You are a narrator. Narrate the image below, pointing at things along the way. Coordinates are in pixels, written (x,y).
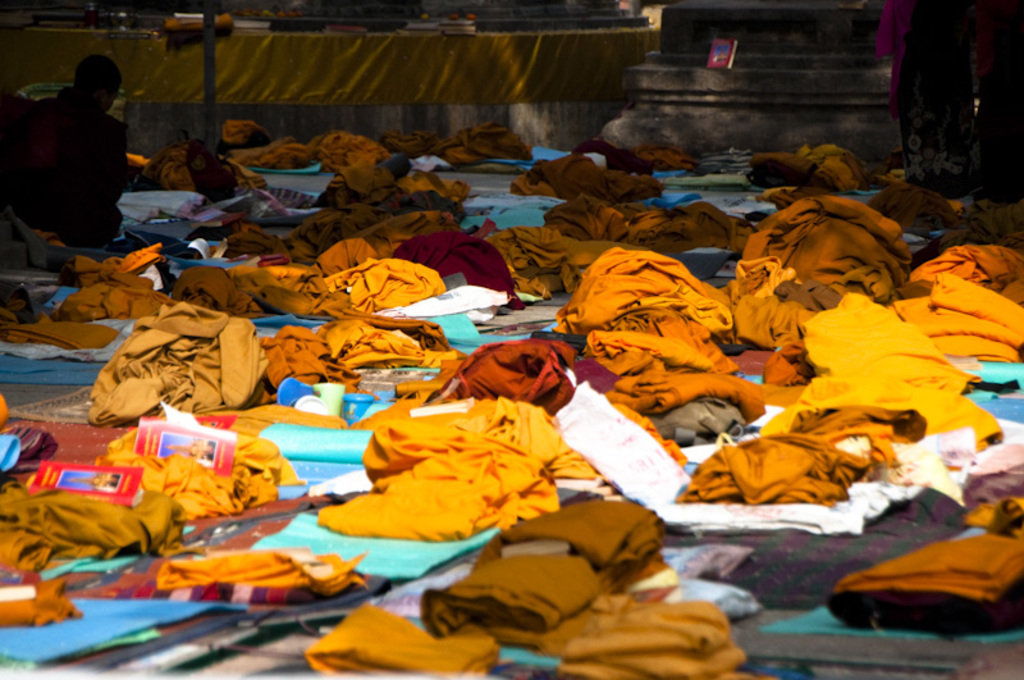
In this image, we can see some people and there are many clothes (529,414) and we can see some books (207,449). In the background (821,110), there is a wall (715,109).
